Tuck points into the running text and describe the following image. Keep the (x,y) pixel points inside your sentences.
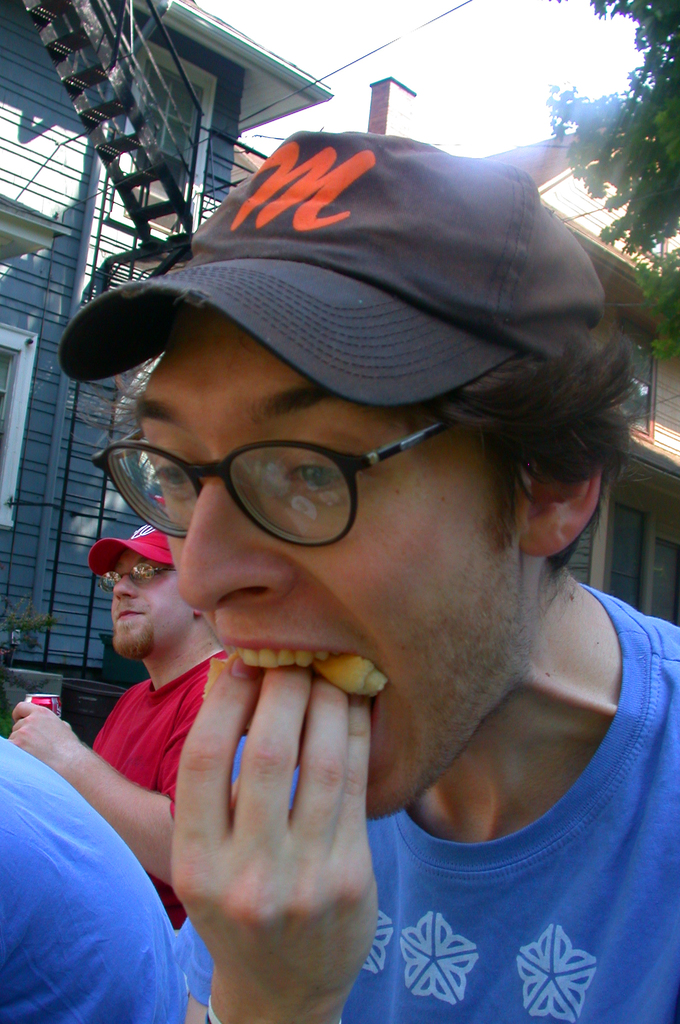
In this image a person (473,847) wearing a blue shirt (464,926) is keeping some food (383,685) in his mouth (264,682) with his hand (246,835). He is wearing spectacles (197,469) and cap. Beside there is a person (101,791) wearing a red shirt (99,741). He is holding coke can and he is wearing spectacles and red cap (153,543). Left bottom there is a person (45,976) wearing a blue shirt (85,950). Behind them there is a building (135,229). Right top there is a tree (626,160) having leaves (663,217). Top of image (507,6) there is sky (361,40).
